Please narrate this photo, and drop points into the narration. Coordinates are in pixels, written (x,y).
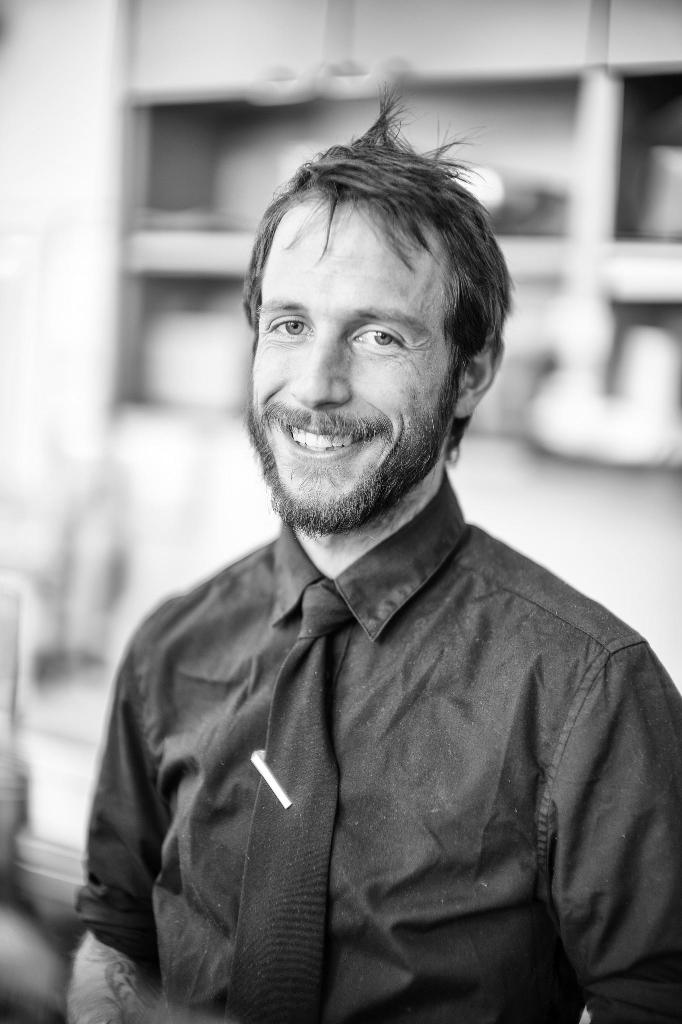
In this image there is a person (406,437), a pin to the tie (331,796), behind him there are shelves (225,301).
